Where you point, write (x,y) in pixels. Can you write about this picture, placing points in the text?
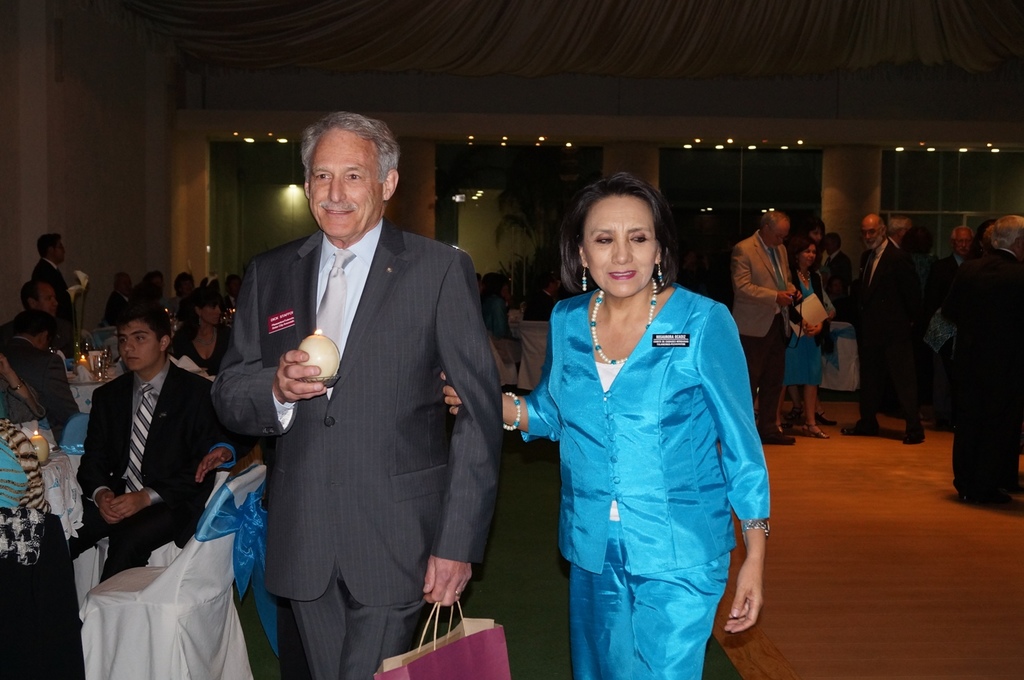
In the center of the image (372,439) we can see two persons (439,548) are standing and they are smiling, which we can see on their faces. And we can see they are holding some objects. In the background (175,270) there is a wall (112,240), roof (741,4), lights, pillars (429,199), tables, chairs (184,602), few people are standing, few people (141,421) are sitting, few people (892,330) are holding some objects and a few other objects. On the tables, we can see candles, tissue paper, tablecloths (74,502) and a few other objects (103,371).
